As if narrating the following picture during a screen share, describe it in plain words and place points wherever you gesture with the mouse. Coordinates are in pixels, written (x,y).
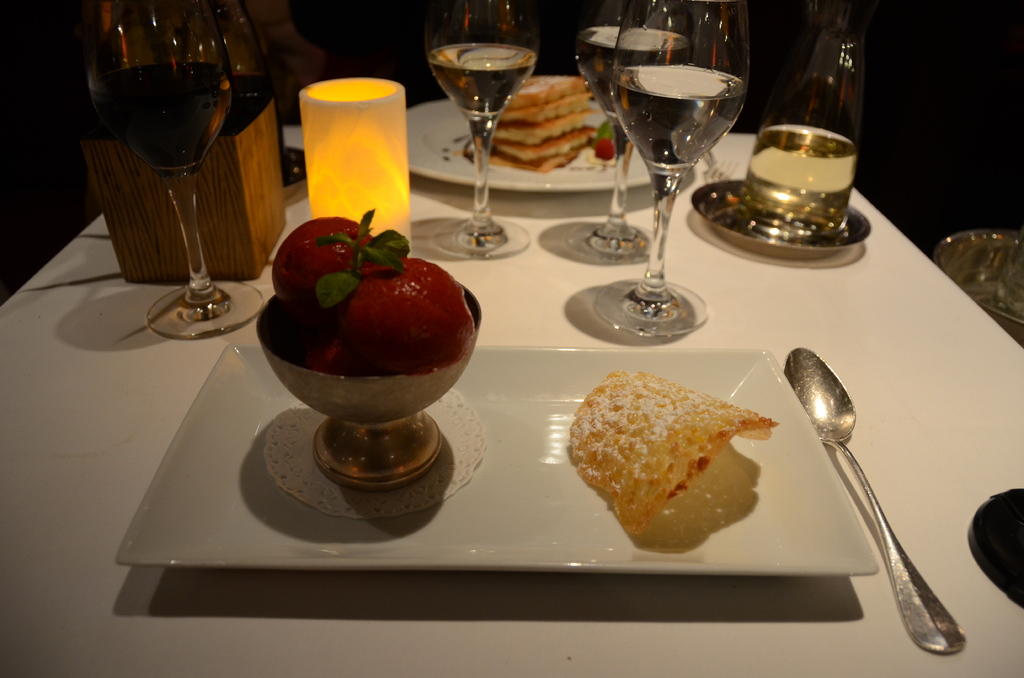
There are some eatables (590,407) and drinks (122,129) on the table (312,598).
